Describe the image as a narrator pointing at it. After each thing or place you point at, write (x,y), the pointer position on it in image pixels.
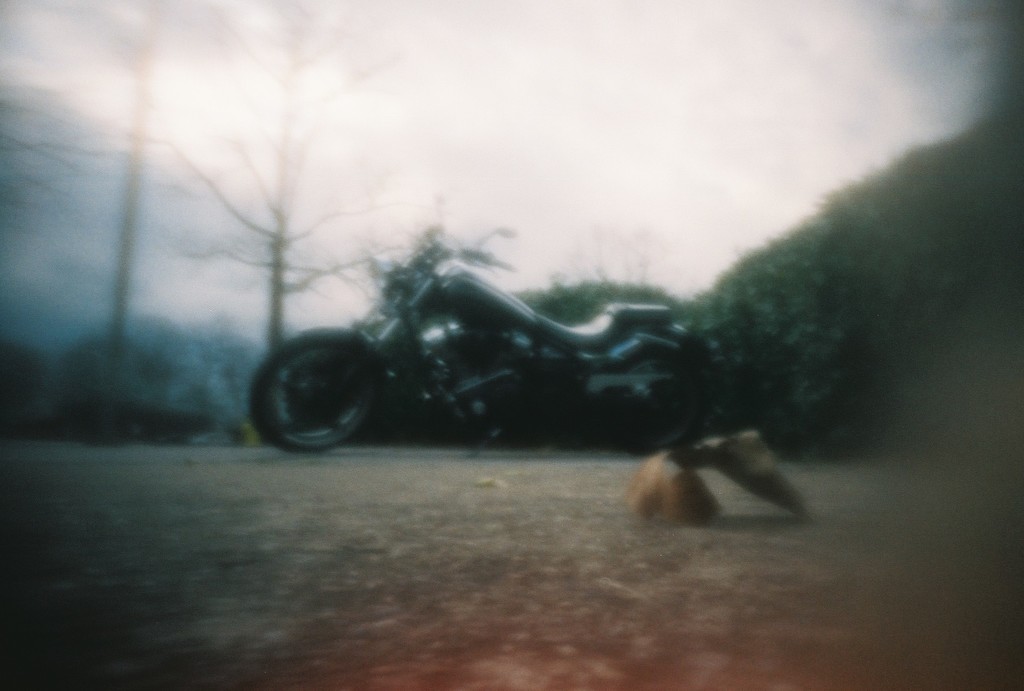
Motorbike (437,336) is on the road (493,463). Background (749,328) there are trees (733,327).
